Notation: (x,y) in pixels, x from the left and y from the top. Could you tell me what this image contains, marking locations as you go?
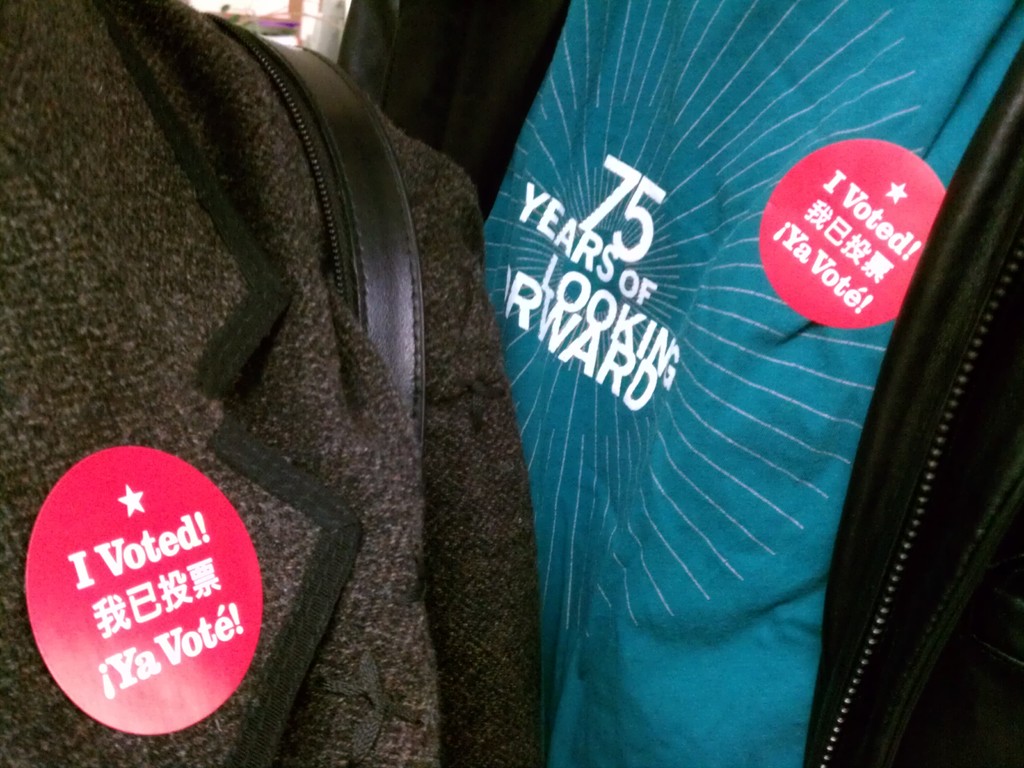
In this picture we can see red color stickers (202,506) stuck on the clothes (284,185) of 2 people (183,195).
